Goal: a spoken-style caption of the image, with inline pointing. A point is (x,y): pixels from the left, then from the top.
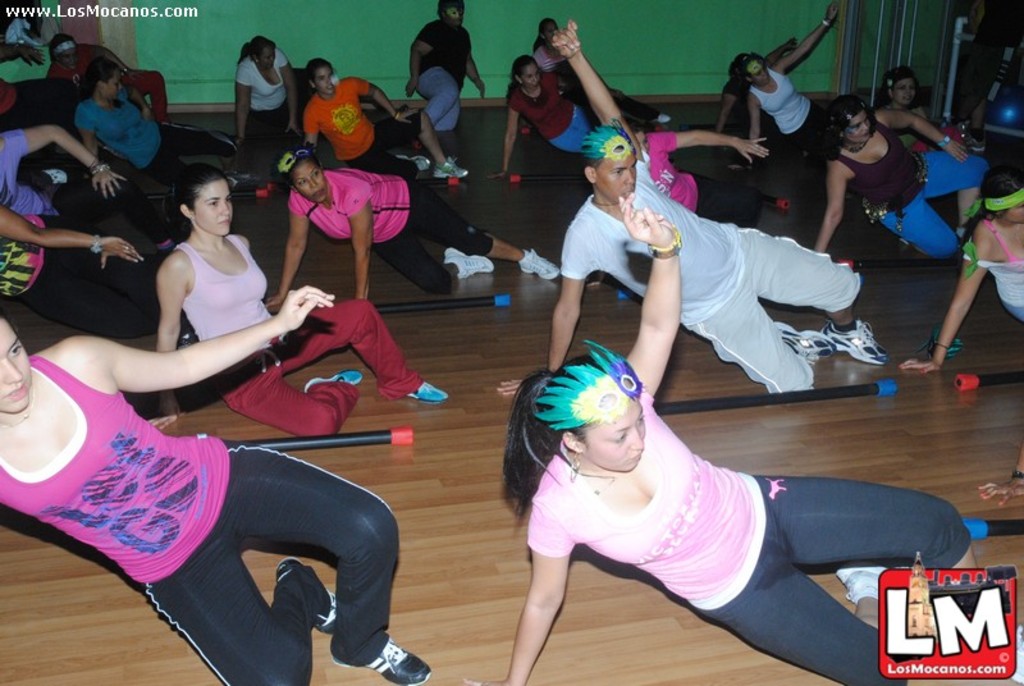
In this image, we can see people (171,268) doing exercises and there are sticks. In the background (326,37), there is a wall (689,34) and at the bottom (475,582), there is a floor (661,647).
